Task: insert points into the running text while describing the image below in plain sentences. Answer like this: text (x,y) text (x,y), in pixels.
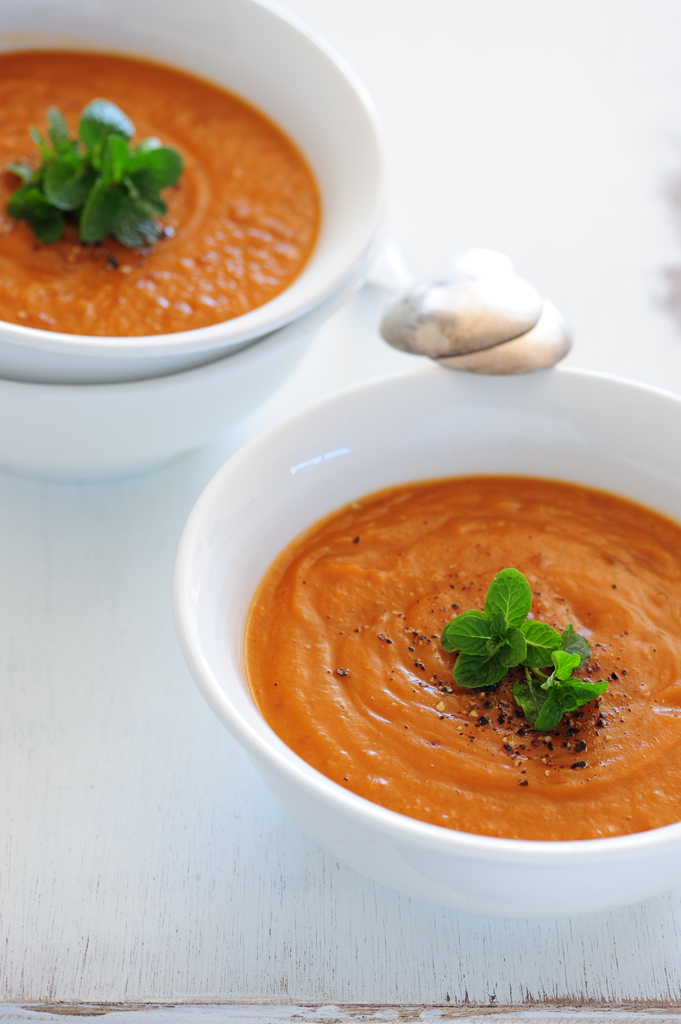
We can see bowls (440,441) with food (206,219) and spoons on the white surface (188,873).
